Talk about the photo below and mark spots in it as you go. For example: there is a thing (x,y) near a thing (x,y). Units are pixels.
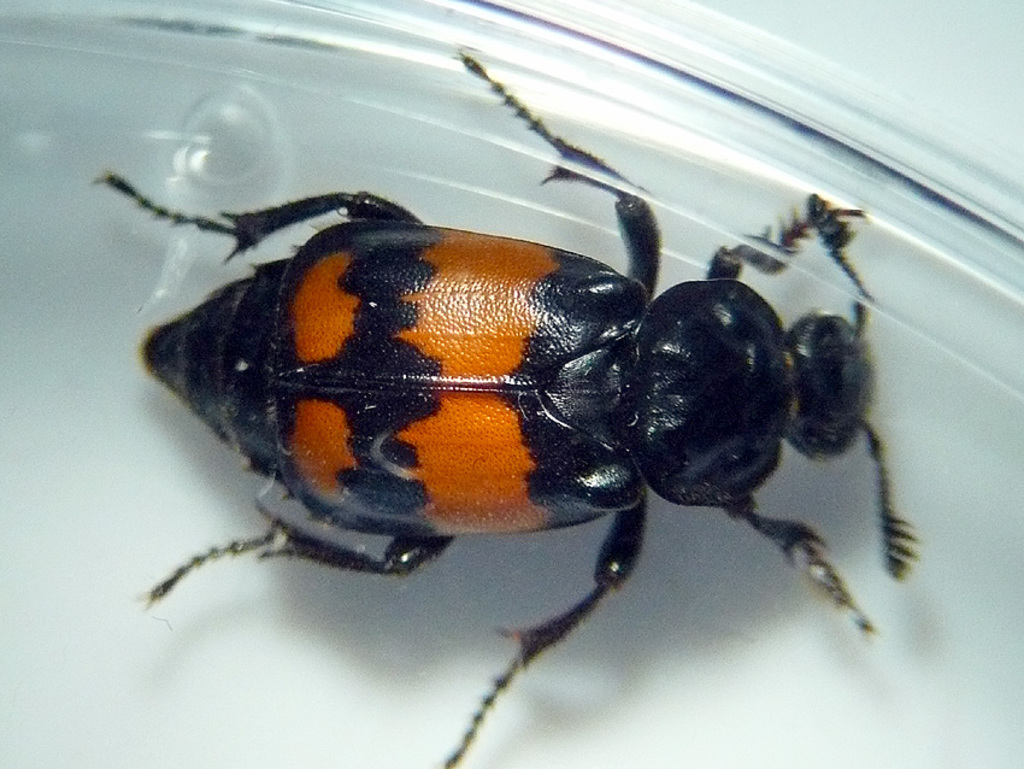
In this image we can see an insect (650,394). In the background of the image (36,571) there is a white surface (672,515).
